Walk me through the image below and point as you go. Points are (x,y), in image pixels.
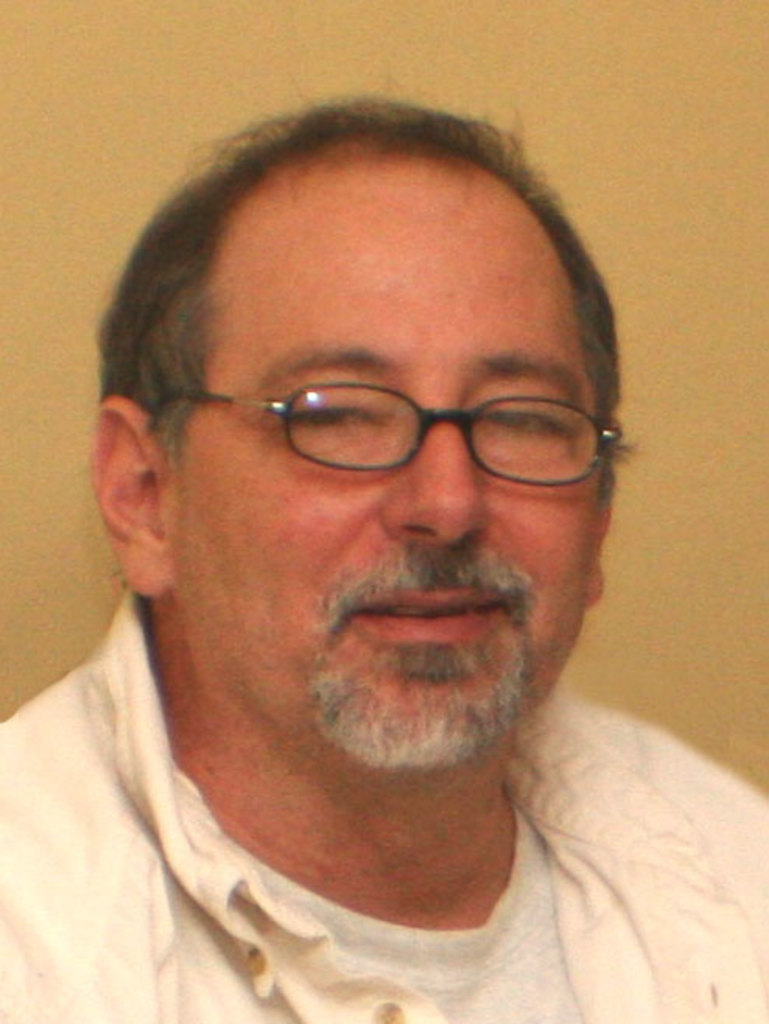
In this picture we can see man (502,926) who is laughing wore specs (368,433) and a shirt (132,921).
